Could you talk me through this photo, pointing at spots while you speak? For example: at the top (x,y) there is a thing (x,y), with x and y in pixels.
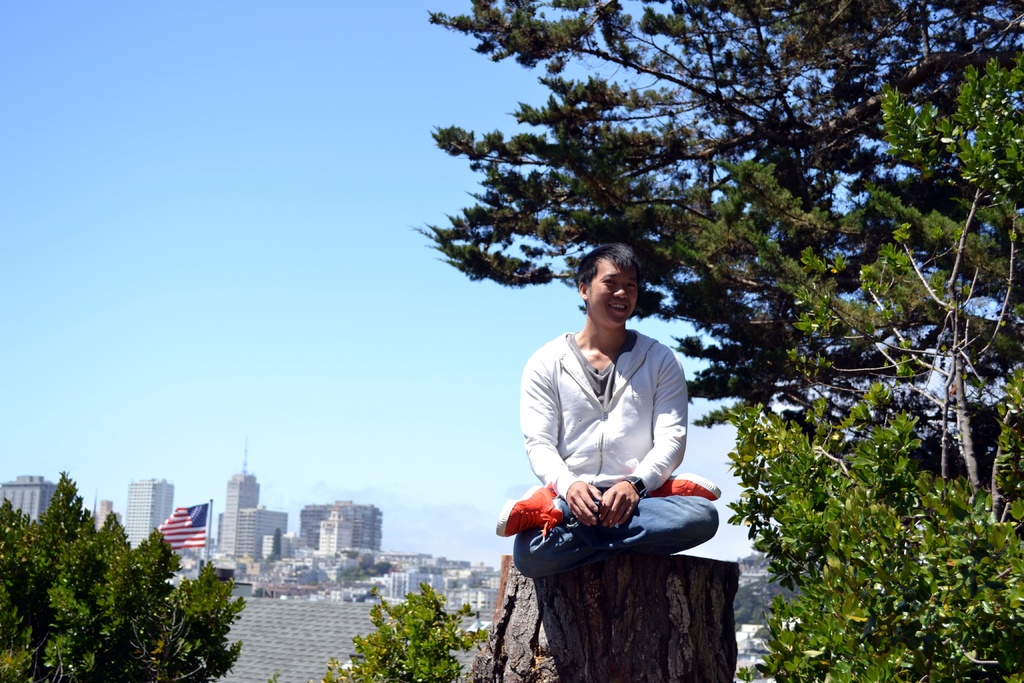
Here in this picture we can see a person (606,433) sitting on a log (608,572) present over there and behind him we can see plants (831,582) and trees (117,612) present all over there and in the far we can see buildings (272,522) present all over there and we can also see a flag post (194,533) over there.
